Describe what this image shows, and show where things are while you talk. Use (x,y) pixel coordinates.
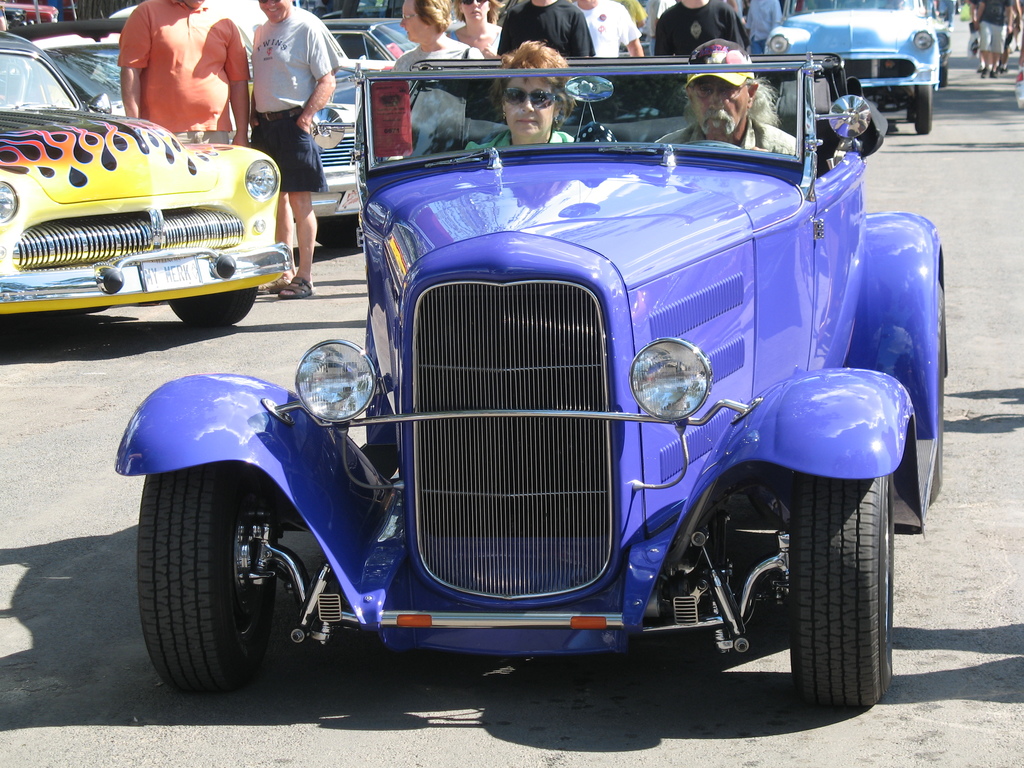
In this image I can see two people (524,47) are in a blue vehicle (453,148). In the background (230,132) I can see few more people (537,29) are standing and few more vehicles (830,7).
